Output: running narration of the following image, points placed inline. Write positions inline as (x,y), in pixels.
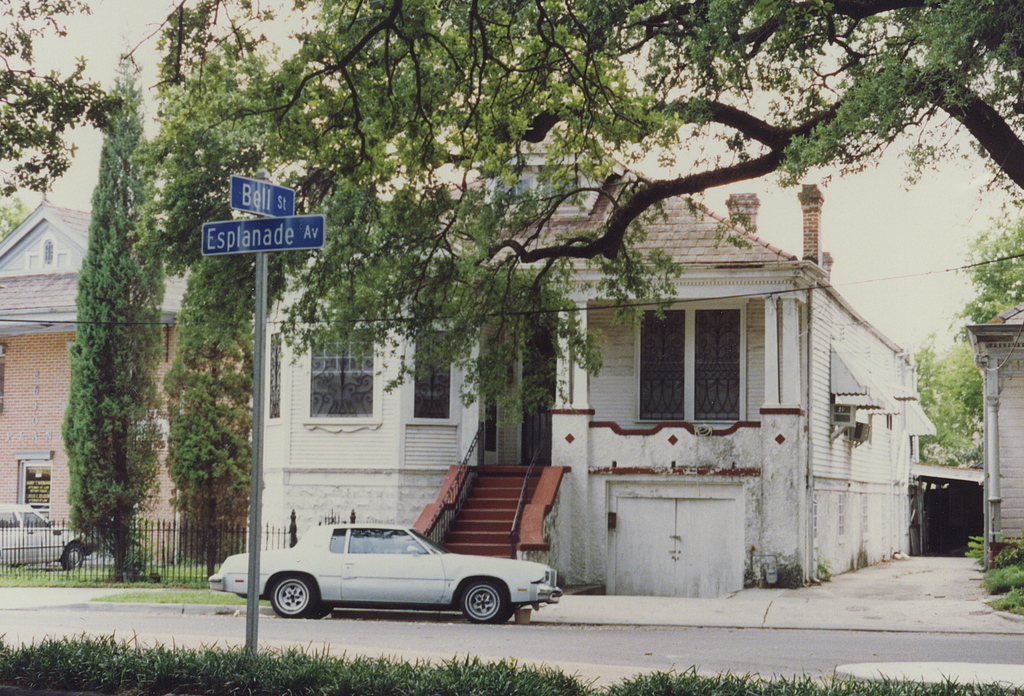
In this image, I can see the houses (361,372) with the windows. These are the stairs (473,515) with the staircase holders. I can see two cars (384,571), which are parked. These are the trees (169,167) with branches (851,63) and leaves (875,73). This is a road (344,624). I can see two boards (259,227), which are attached to a pole (261,331). At the bottom of the image (254,669), I can see the grass (615,695). I think these are the iron grilles (109,545).
